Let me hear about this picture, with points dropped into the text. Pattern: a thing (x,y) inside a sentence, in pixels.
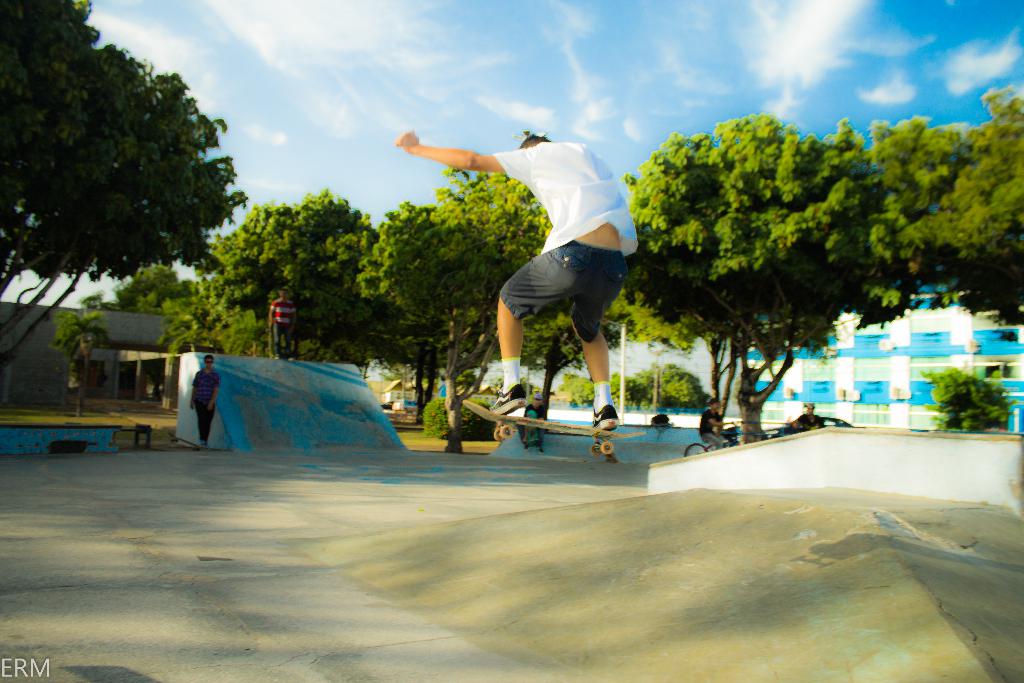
In this image we can see few people (279,314), a person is on the skateboard (583,434), a person (718,440) is sitting on bicycle (737,435) and some of them are standing and in the background (668,304) there are trees (793,234), buildings (894,415) and sky (522,74).
